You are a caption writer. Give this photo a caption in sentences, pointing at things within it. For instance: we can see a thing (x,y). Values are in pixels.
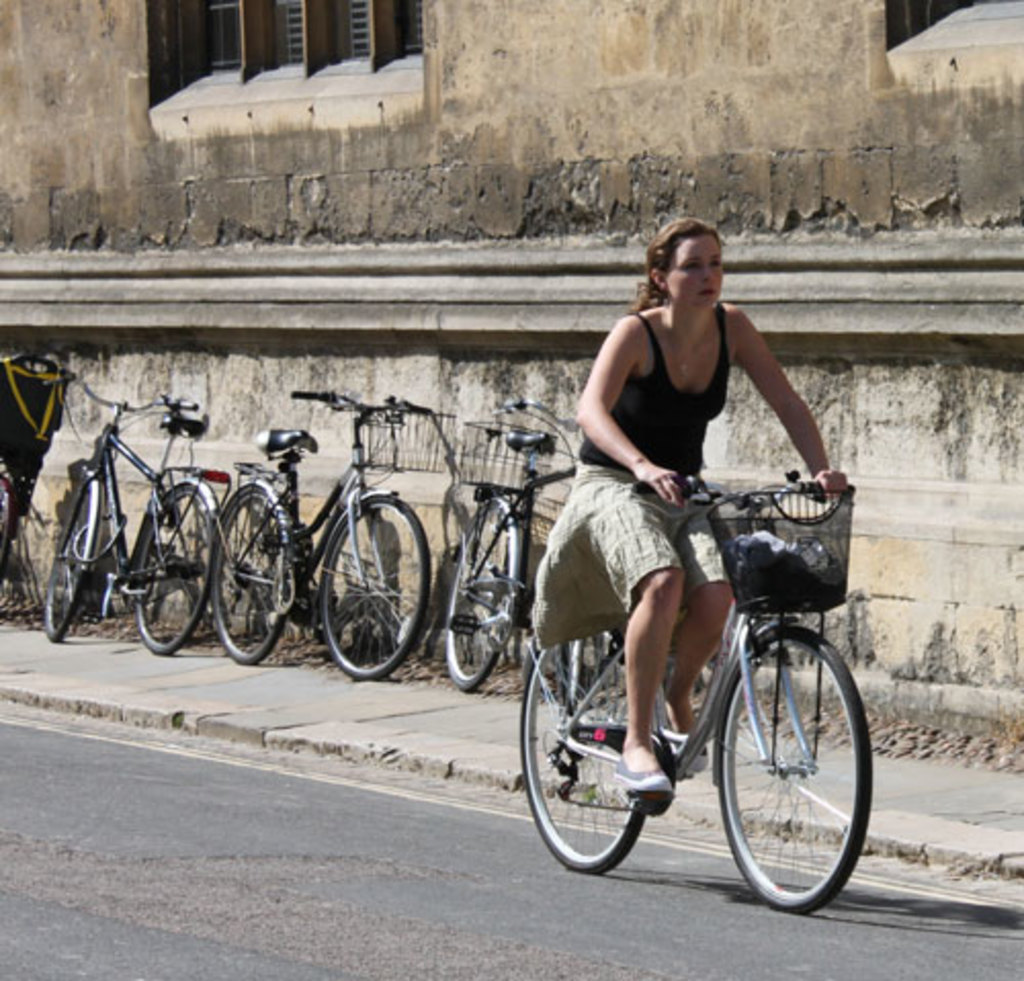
This is the picture on the road (564,867). There is a woman (649,469) riding a bicycle (668,757) on the road (701,905). At the back (185,476) there are many bicycles (339,547) on the footpath (308,708). At the back (575,56) there is a building (506,148).
